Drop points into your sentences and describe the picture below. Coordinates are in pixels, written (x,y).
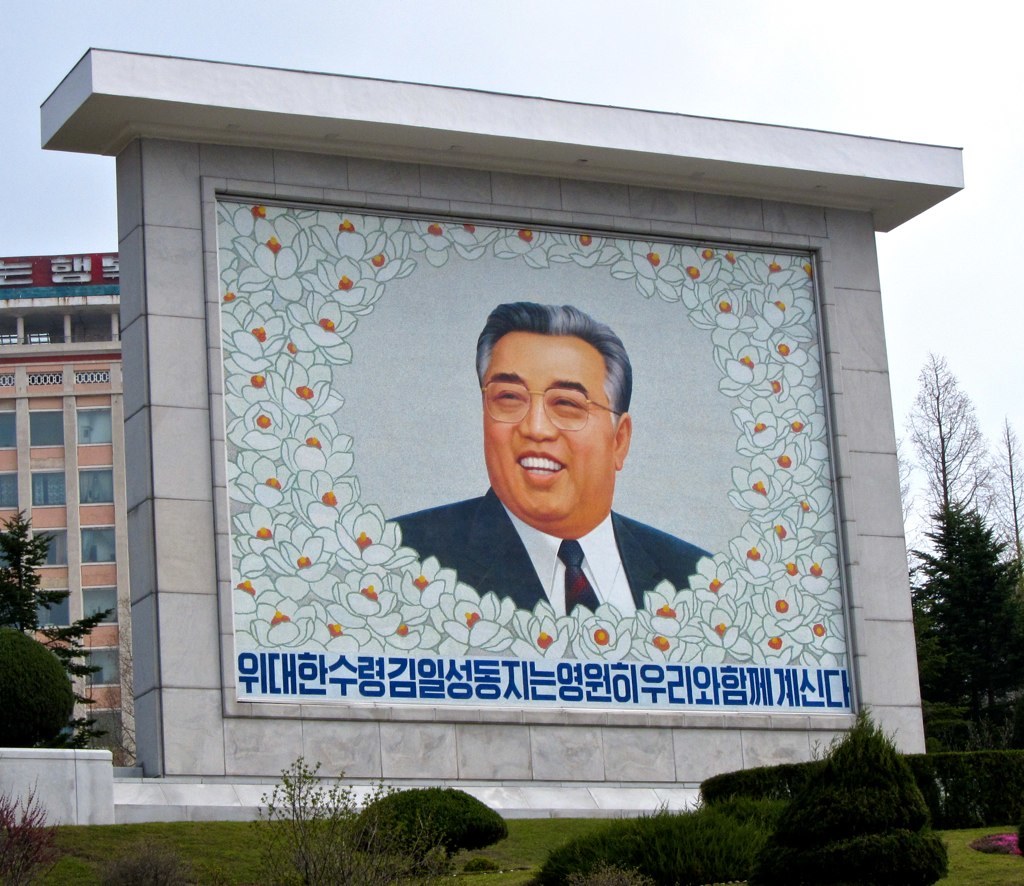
In this image I can see a building (102,458), windows (100,495) and trees (3,628). I can see a person photo (246,509) on the wall (228,643). The sky (774,110) is in white color.
